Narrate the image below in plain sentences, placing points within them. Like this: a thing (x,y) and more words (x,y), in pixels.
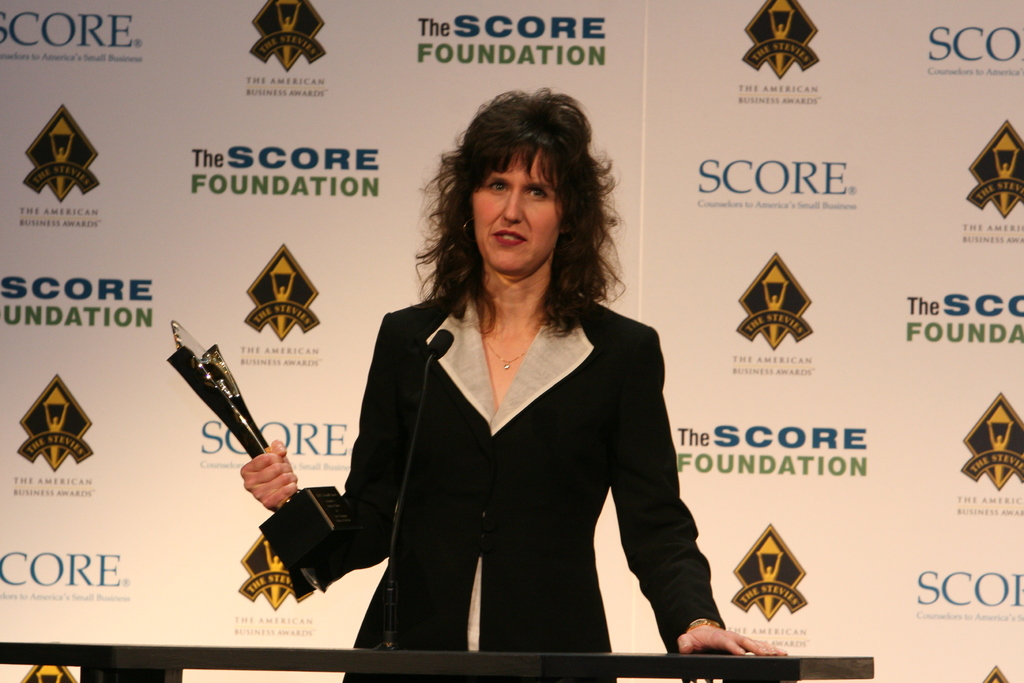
In the center of the image (374,382) there is a lady (481,498) standing near a table (361,657). There is a mic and she is holding a memento (217,407) in her hand (268,468). In the background of the image (302,106) there is a banner (341,74) with some text (742,101) and logo (469,26).
